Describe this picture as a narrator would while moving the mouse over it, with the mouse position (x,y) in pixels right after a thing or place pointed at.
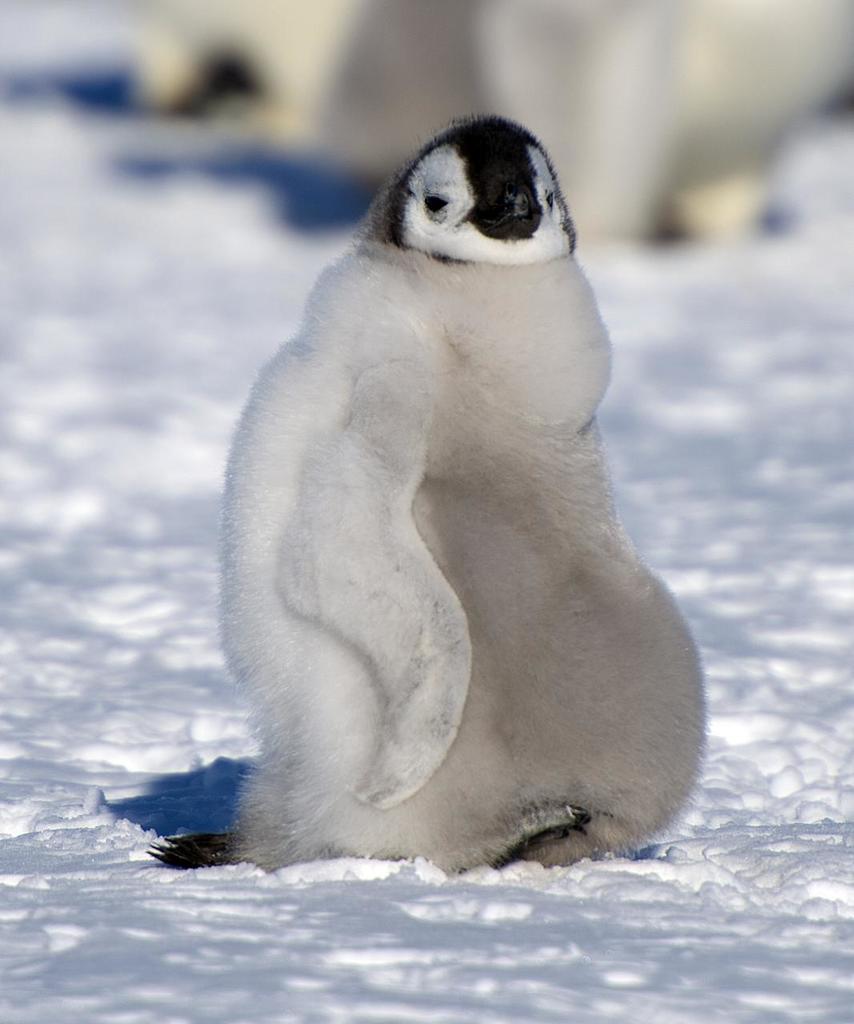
In this image we can see a penguin (421,825) on the snow (534,930). The background of the image (72,23) is blurred.
